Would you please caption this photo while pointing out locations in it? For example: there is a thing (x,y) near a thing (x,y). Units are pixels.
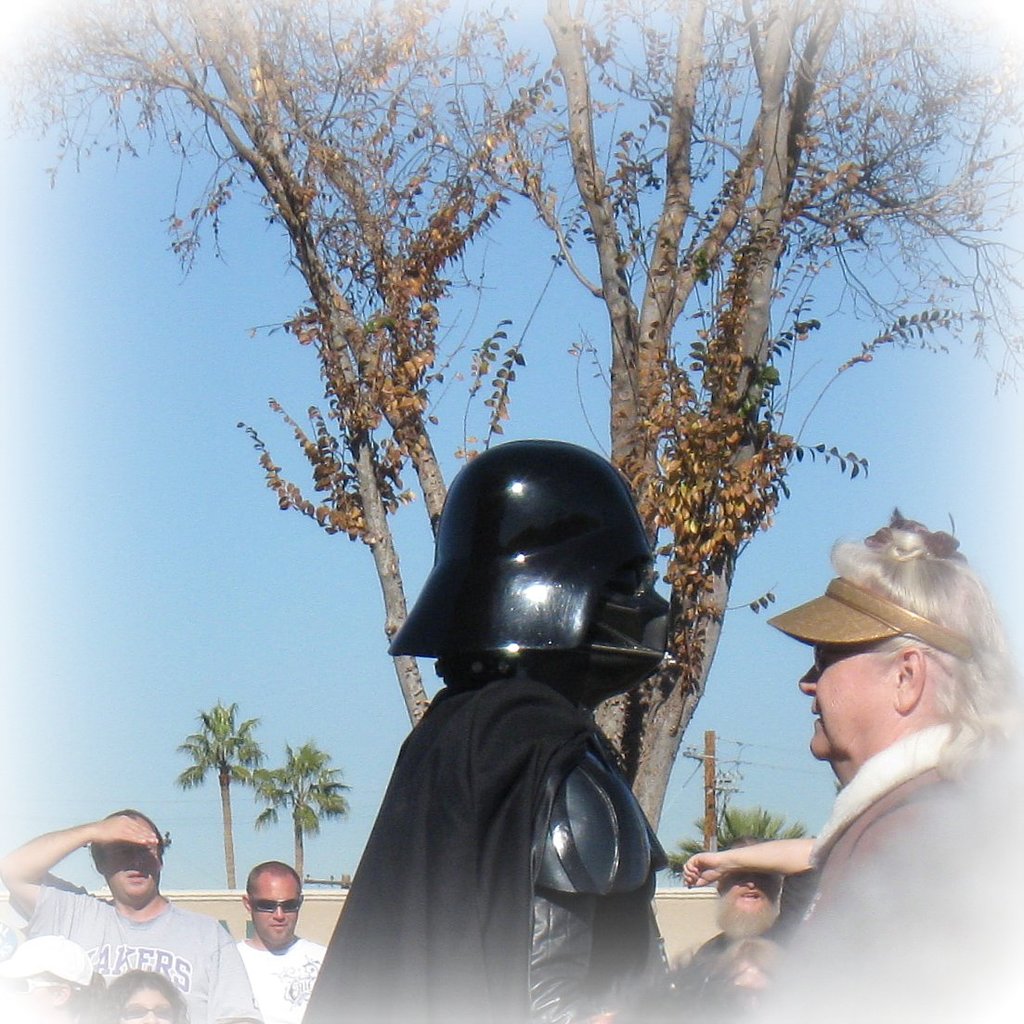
In this picture we can see few people (274,931), trees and a pole (710,774), in the middle of the image (582,510) we can see a person (567,749) and the person (467,905) wearing costumes (497,697).
